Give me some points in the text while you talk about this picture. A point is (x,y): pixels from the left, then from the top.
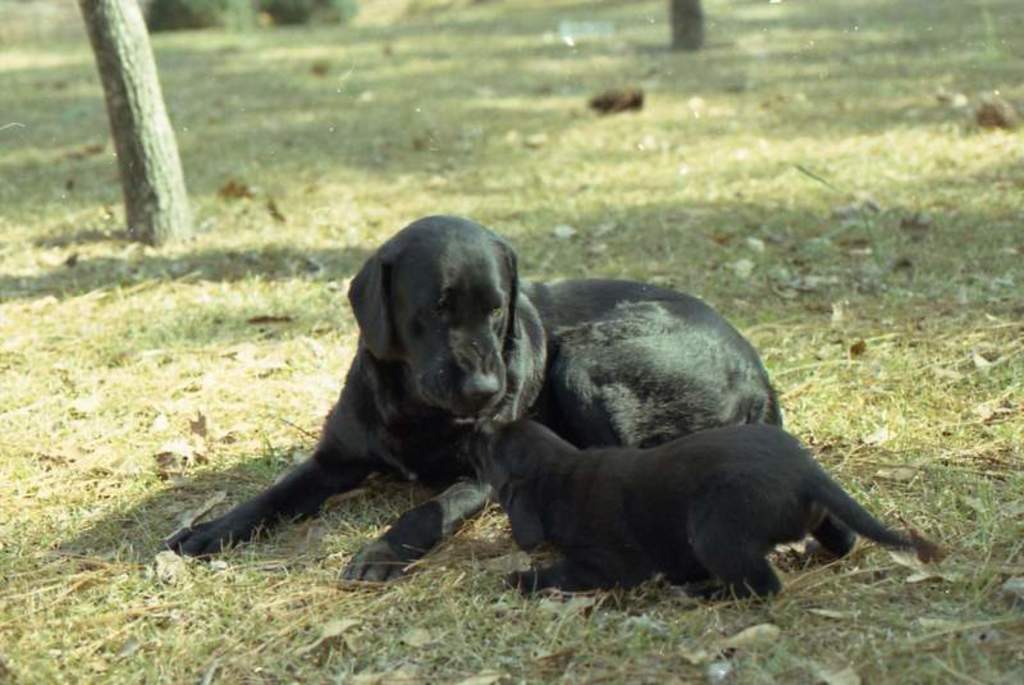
In the image we can see there is a black colour dog (609,340) sitting on the ground (13,567) and in front of the dog (455,441) there is a black colour puppy (731,528). The ground (815,584) is covered with grass (798,80).
